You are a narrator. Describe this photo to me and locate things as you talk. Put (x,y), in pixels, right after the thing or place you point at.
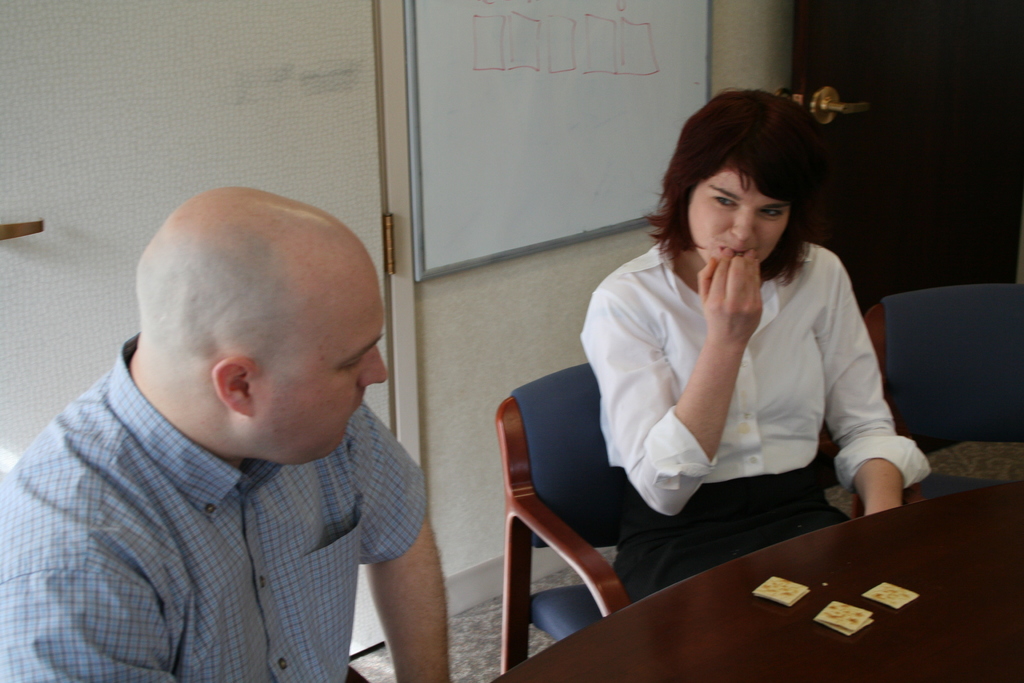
In this image there is a man (282,340) and a woman (645,382) seated on chairs (548,495) in front of them there is a table (773,558), behind them there is a door (287,187), beside the door (232,132) there is a board (547,136).
